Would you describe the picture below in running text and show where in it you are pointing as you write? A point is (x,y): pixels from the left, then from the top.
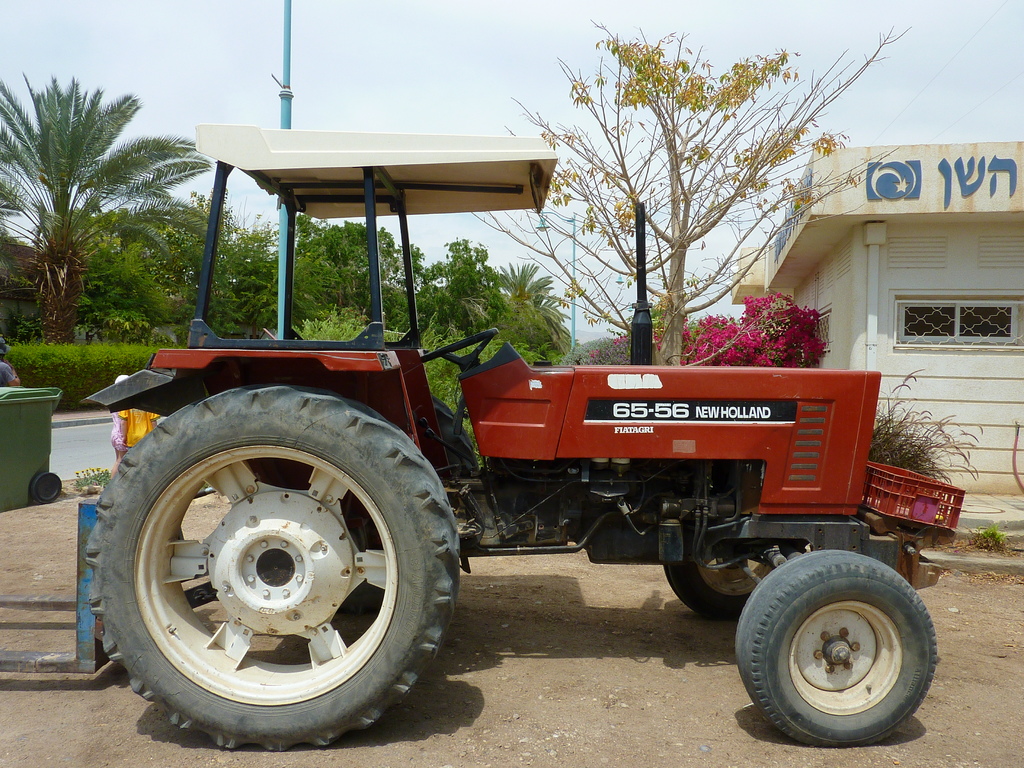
In the middle of the image (484,449) we can see a tractor (397,471), beside the tractor (238,439) we can see few people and a dustbin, in the background (140,211) we can find few trees (653,297), poles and a house (833,297).
